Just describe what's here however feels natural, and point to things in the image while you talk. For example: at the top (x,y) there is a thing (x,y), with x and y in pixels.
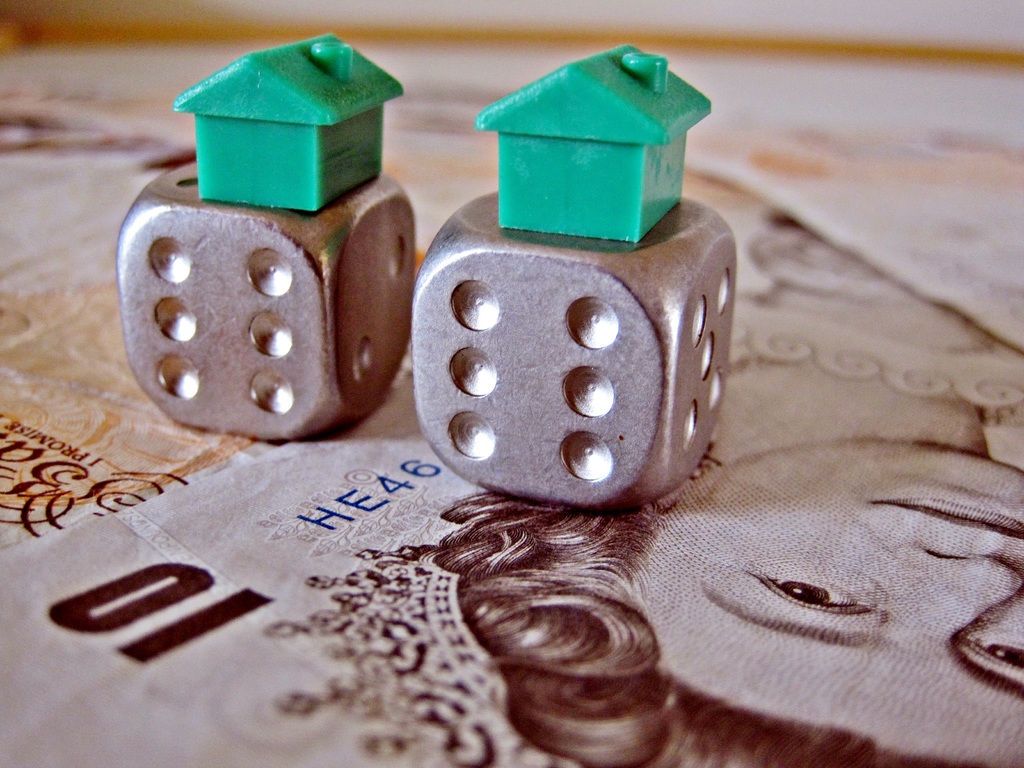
In this image in the center (579,337) there are two dice (470,324), and at the bottom (409,636) there might be papers (647,522). On the papers (141,577) there is text (132,593) and an image (990,570) of a person (569,654) and some objects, and there is blurry background (110,78).
